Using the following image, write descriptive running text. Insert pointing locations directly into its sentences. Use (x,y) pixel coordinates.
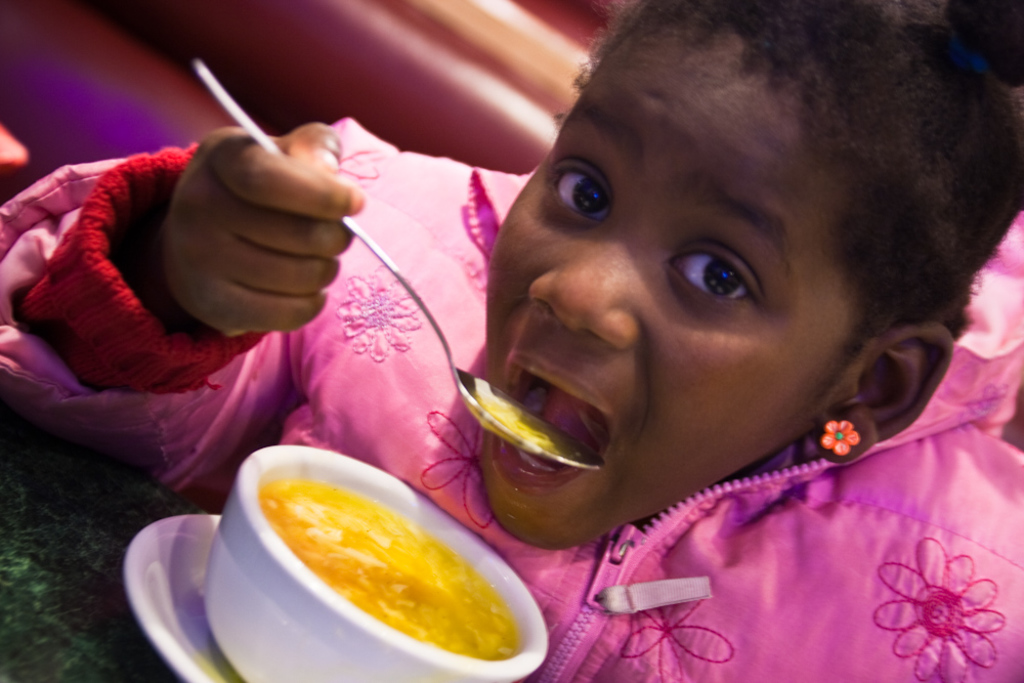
The child (671,266) wearing a pink jacket (801,575), is eating something with the spoon (462,378). This is a bowl (278,576).
